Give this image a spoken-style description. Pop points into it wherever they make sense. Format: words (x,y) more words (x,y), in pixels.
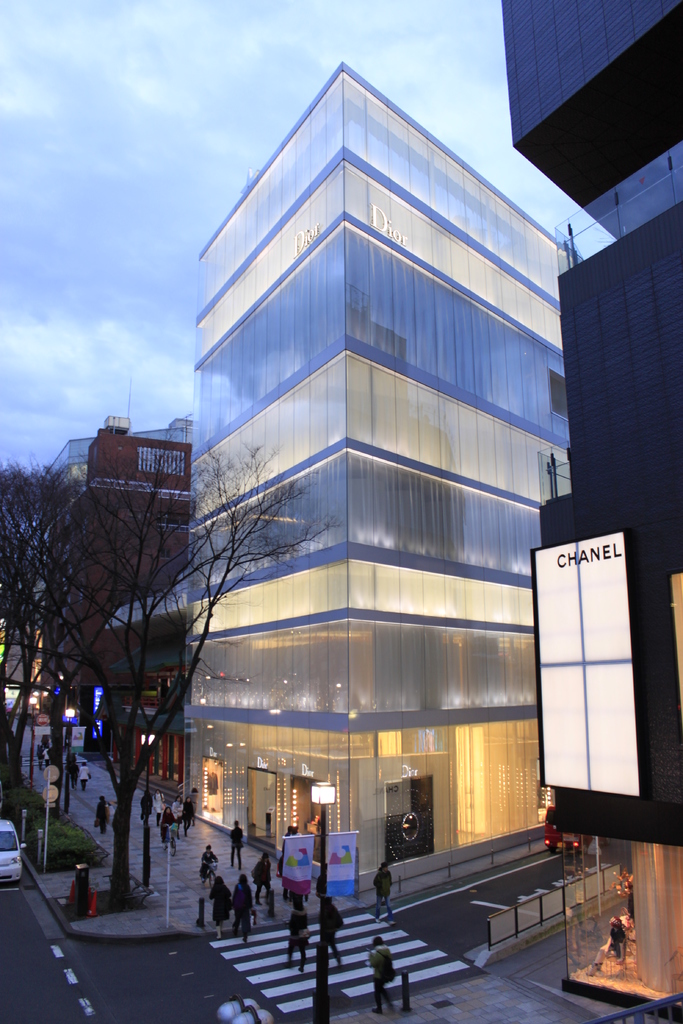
In this image we can see a group of people (298,896) standing on the ground (333,959). In the foreground (333,865) we can see a light pole (325,888) with banners (305,860). To the left side of the image (15,863) we can see a vehicle (18,841) parked on the ground (110,892), a group of trees (63,575). In the background (128,605), we can see buildings (353,427) with some lights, fence (639,218) and the sky (177,229).
